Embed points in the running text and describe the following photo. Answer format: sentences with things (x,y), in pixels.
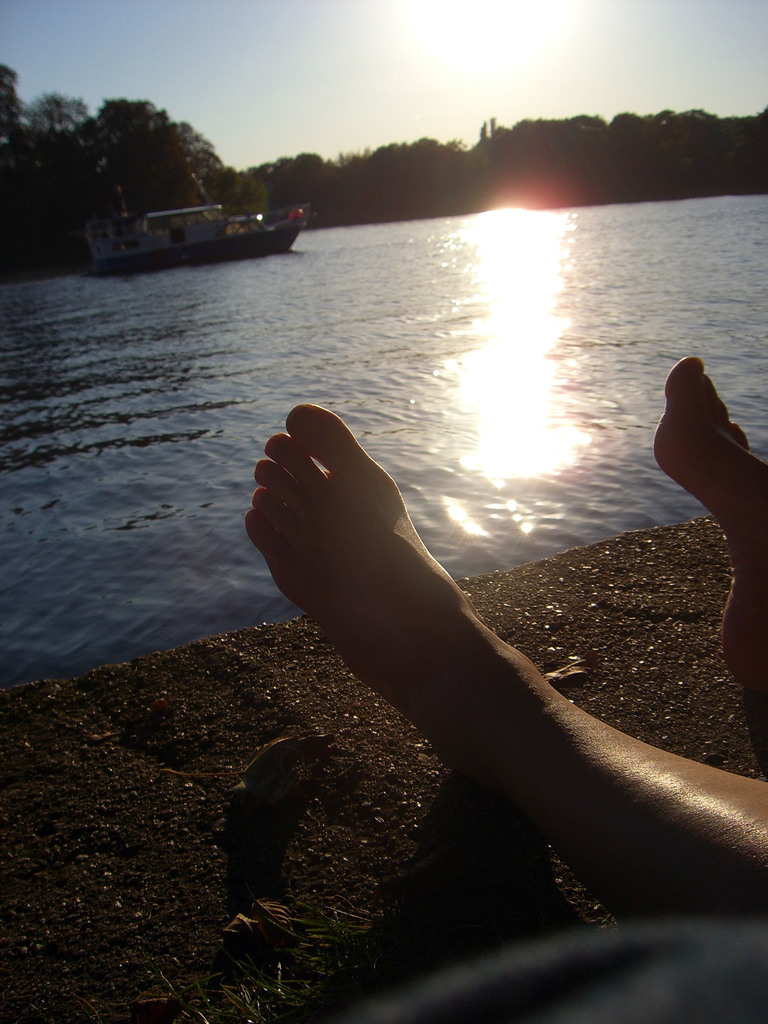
In this image we can see a person's leg (457,768) and dry leaves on the ground (283,874). Here we can see water (227,374), ship (133,260) floating on the water (355,315), trees (284,164), sun (429,14) and the sky (312,124) in the background (405,56).
